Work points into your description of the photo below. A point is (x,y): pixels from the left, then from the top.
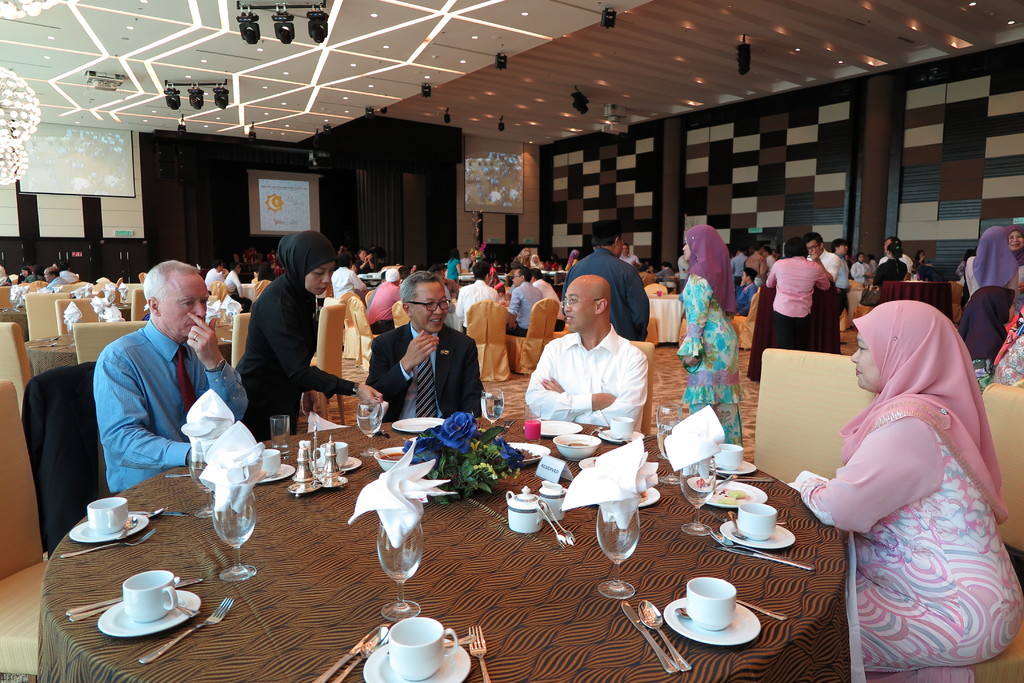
Here we can see group of people (927,497) sitting on chairs (143,294) chit chatting with each other having a table (546,616) in front of them having cups (125,510) and glasses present on it and behind them we can see some people (819,242) standing here and there, we can see a projector screen (267,181) and chandeliers (17,95) and lights (216,123) present.
